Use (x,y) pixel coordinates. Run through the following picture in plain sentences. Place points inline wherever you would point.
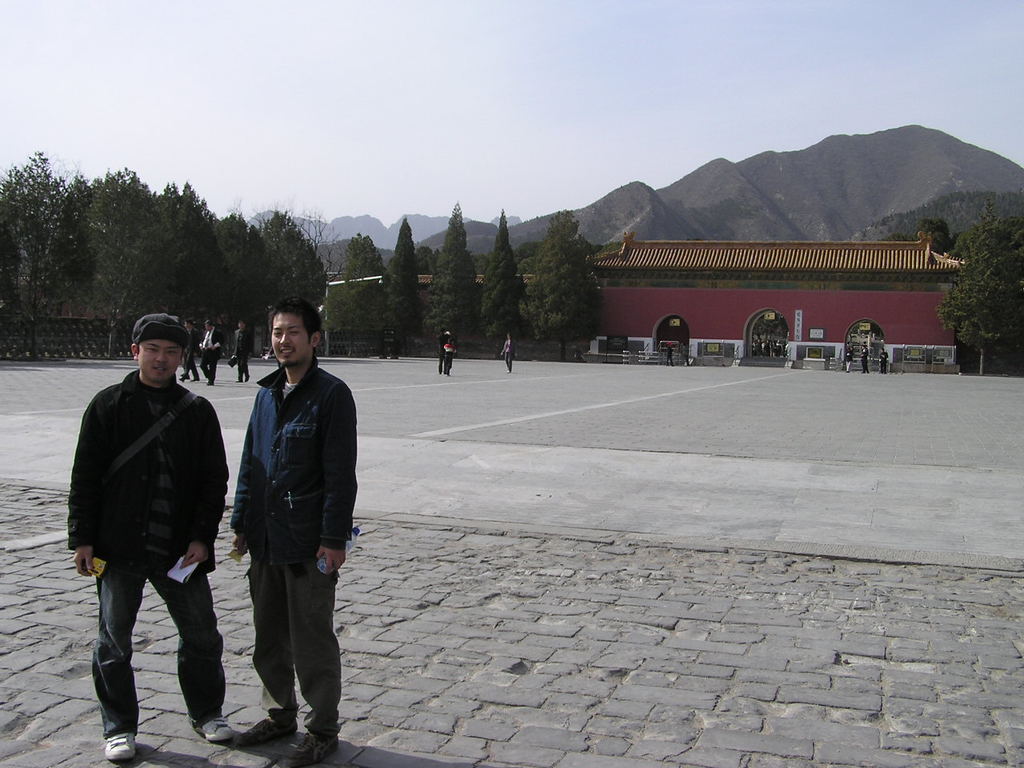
In this image in the foreground (221,428) there are two people (216,506) standing, and they are holding some papers (186,568). And in the background (459,350) there are buildings (744,278), trees (975,323) and some people (509,342) and at the bottom (404,655) there is walkway (645,546) and there are mountains (873,229) in the background (1001,201). At the top (304,84) there is sky (843,77).
